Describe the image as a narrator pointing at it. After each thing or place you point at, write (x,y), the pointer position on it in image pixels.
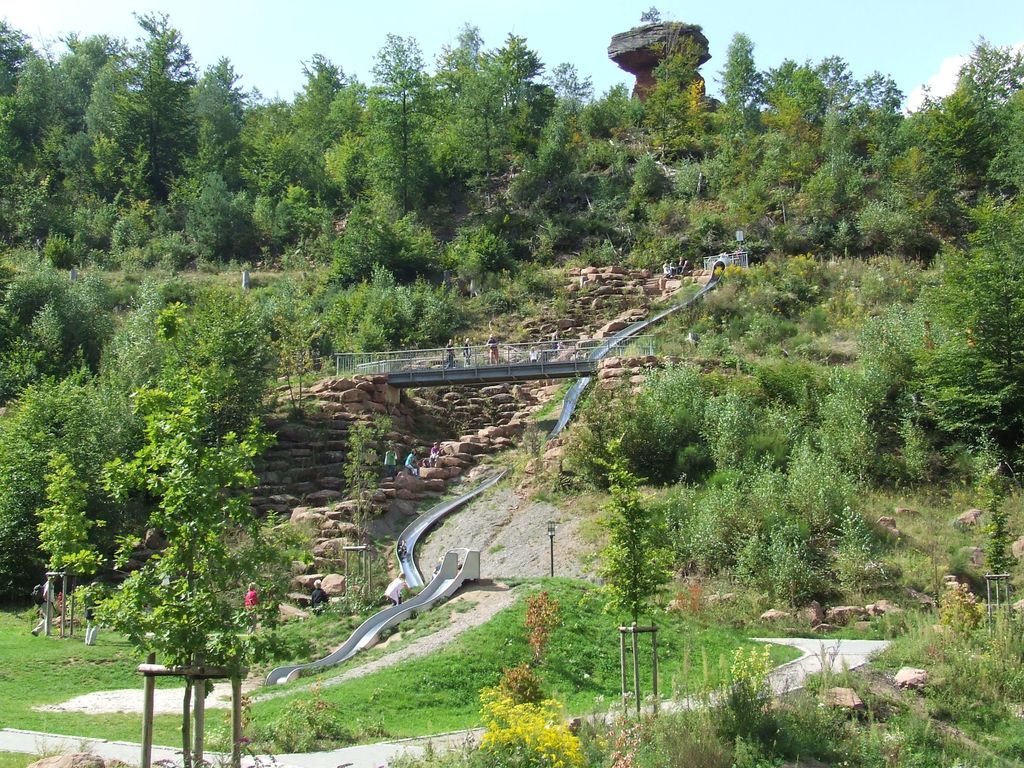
In this image in the middle (446,371), there is a bridge (499,363) on that there are some people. At the bottom (198,647) there are plants (312,646), trees (200,590), people (392,583), slides (477,569). At the top (574,242) there are stones (602,294), trees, people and sky (362,23).
